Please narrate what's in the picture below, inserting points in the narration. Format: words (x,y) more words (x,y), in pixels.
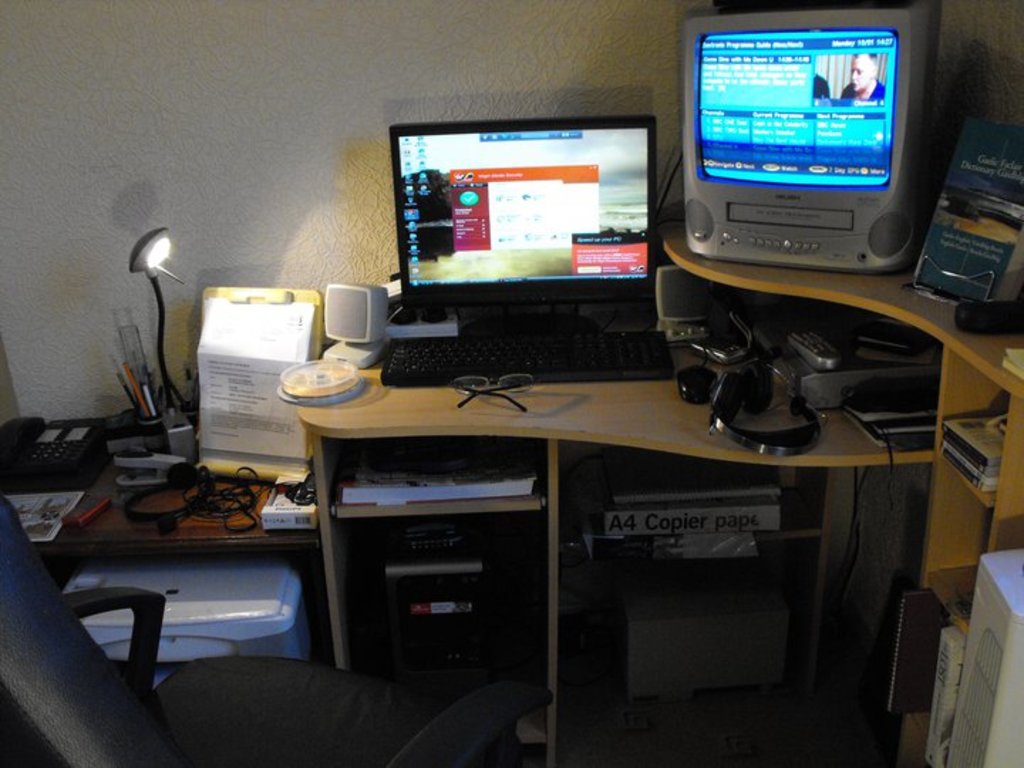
In this picture we can see the table (484,500) with monitor (597,225), keyboard (545,377) and headphones (733,395). Beside there is another table (76,471) with table light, telephone (50,479) and paper pad (264,423). Below there is a white color printer (223,597) and chair (157,617). In the background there is a white wall (273,141).
